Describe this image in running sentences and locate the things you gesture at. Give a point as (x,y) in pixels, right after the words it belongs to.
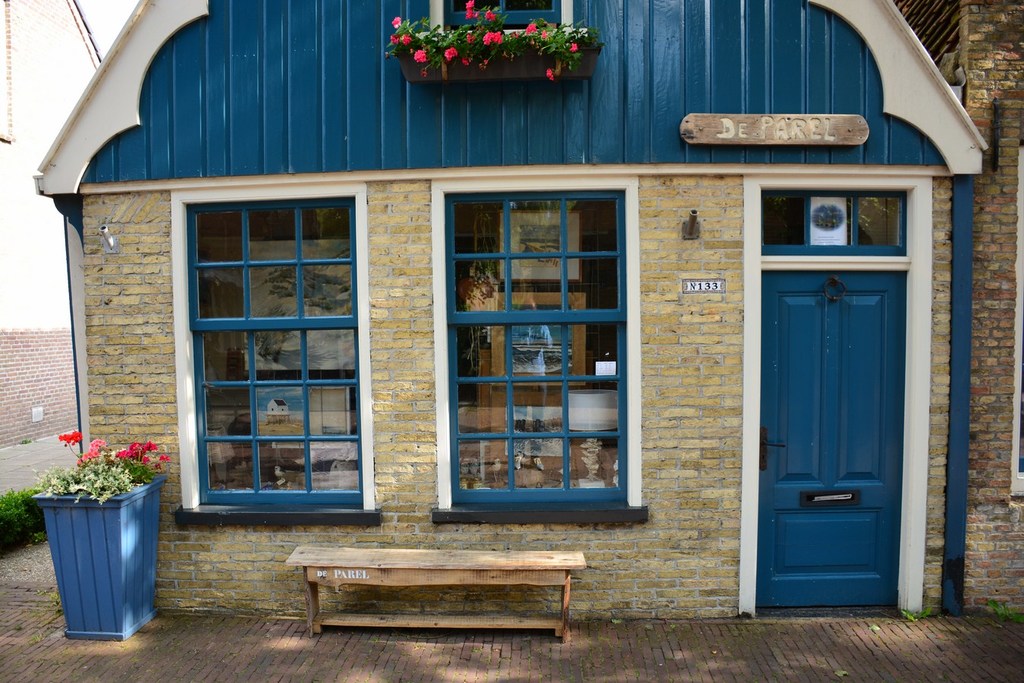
In this picture we can see a house (700,325), in front of the house (185,378) we can see flowers (120,485) and a bench (396,579).
